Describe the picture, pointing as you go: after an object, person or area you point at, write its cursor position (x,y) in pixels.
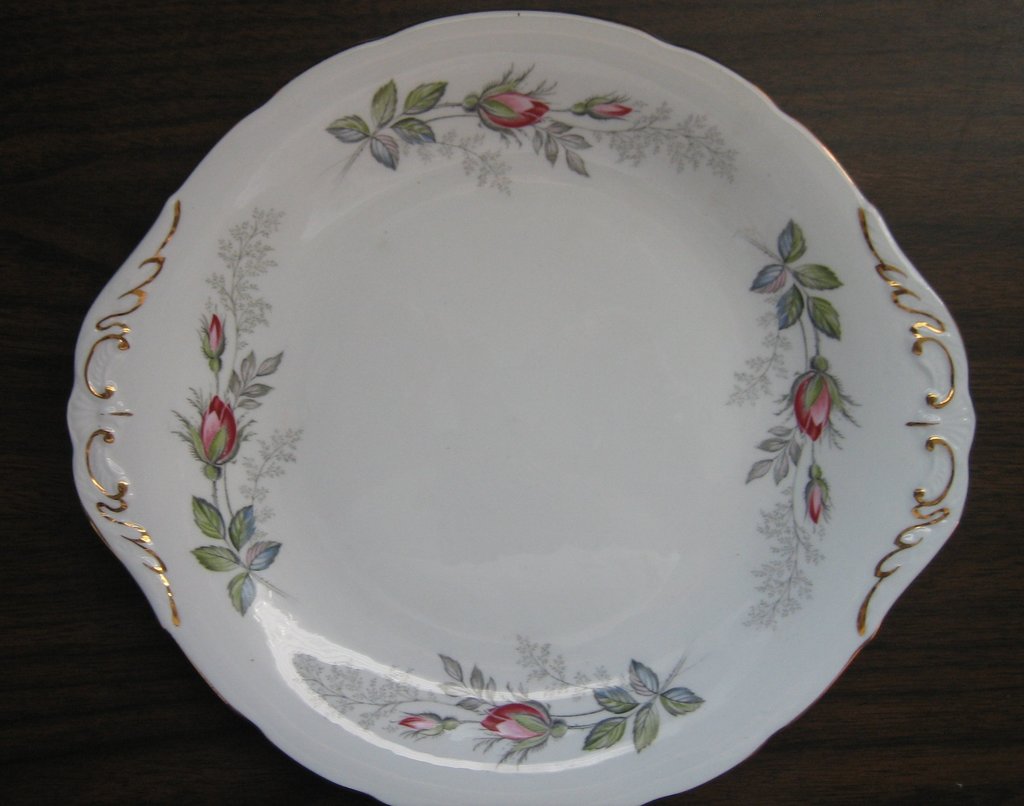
In the given image i can see a white plate (459,516) on the wooden surface (112,794).
